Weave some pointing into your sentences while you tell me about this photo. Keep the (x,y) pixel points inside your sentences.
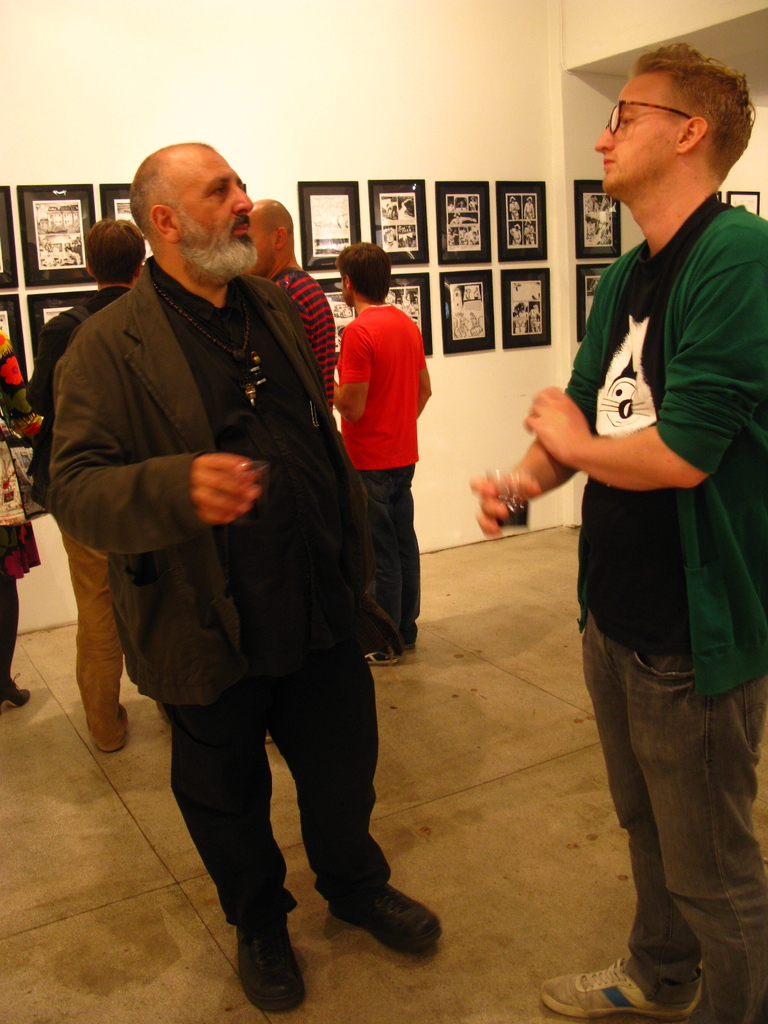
In this image I can see a person (279,487) wearing black color dress (276,643) is standing and another person (614,555) wearing black t shirt (633,528), green jacket (697,426) is standing and holding glasses (258,478) in their hands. In the background (296,280) I can see few other persons (308,282) standing on the floor (161,791), the cream colored wall (321,101) and few black colored photo frames (303,243) attached to the wall (419,156).
